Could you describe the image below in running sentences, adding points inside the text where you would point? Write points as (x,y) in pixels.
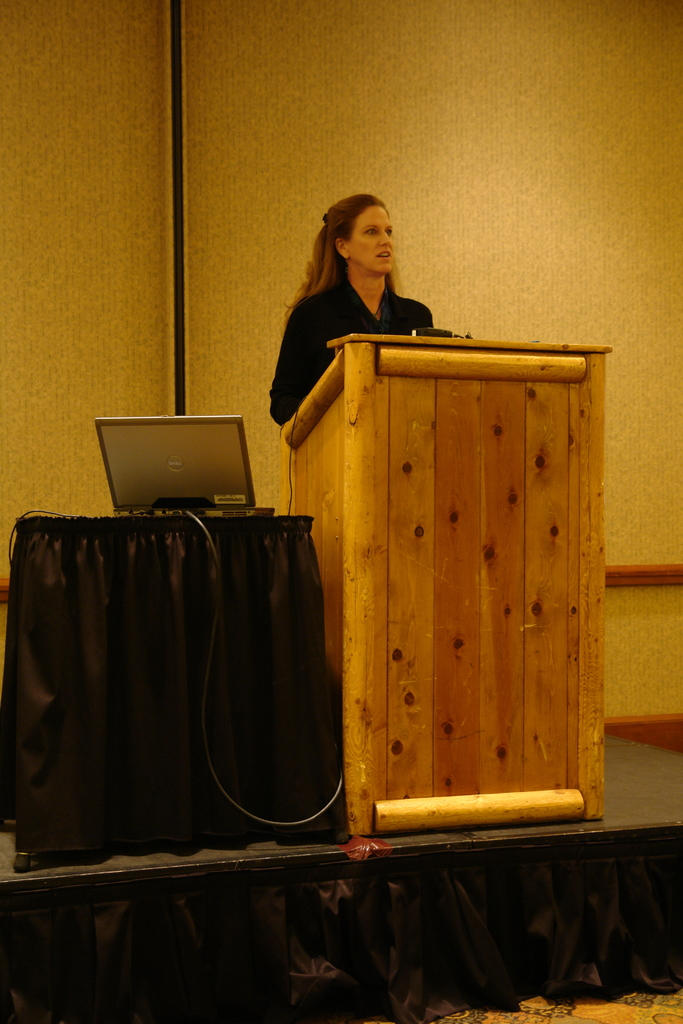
In the image we can see a woman (320,320) wearing clothes (339,313). In front of her there is a wooden podium (446,577) and beside the podium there is a table (169,638), on the table (174,596) there is a system (170,482) and cable wire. The background (533,205) is pale brown in color.
